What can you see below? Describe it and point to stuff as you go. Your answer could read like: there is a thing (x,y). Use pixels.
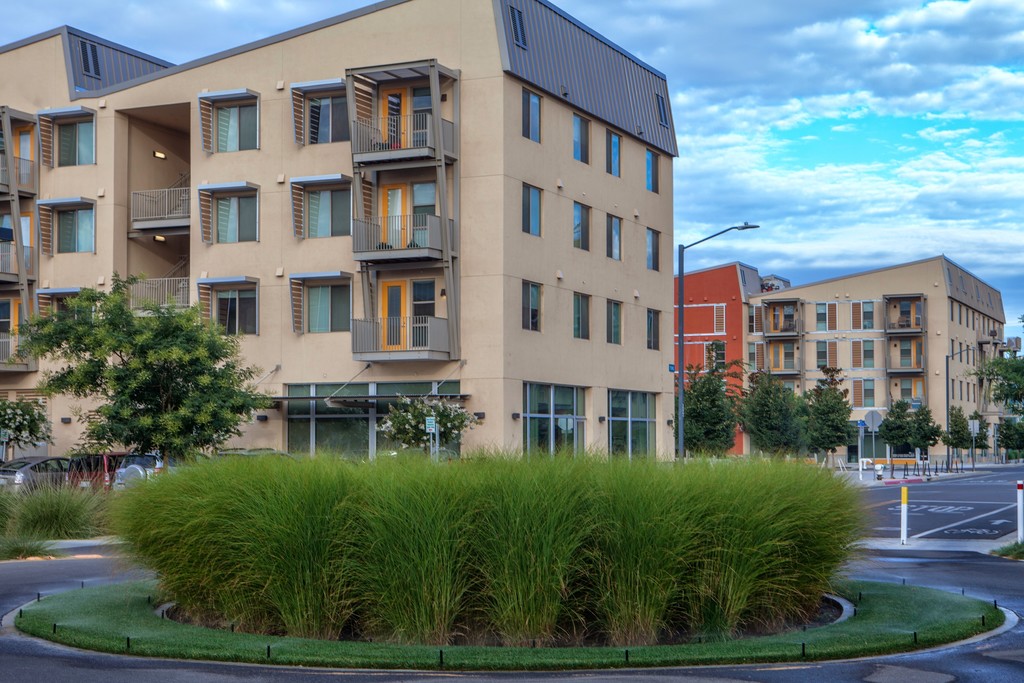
In this picture, we can see a few buildings (327,290) with windows (331,312), glass doors (616,448), fencing (182,301), and we can see the road (48,566), a few vehicles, grass (483,649), plants (16,443), trees (18,426), poles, lights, sign boards (968,419), and the sky (799,178) with clouds (806,88).
